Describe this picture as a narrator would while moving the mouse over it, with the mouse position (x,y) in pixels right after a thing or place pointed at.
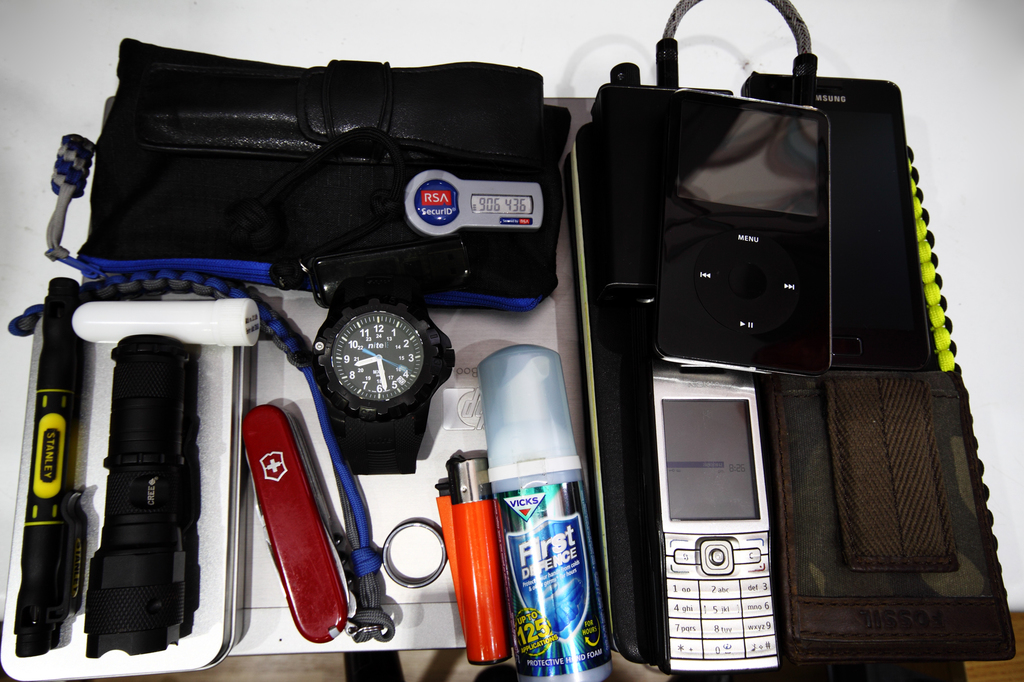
This image consists of many things (159,630) like watch (383,363), torch (134,451), bag (199,205), a music player (704,273) and a mobile (726,499) are kept on a laptop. The laptop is kept on a table (35,280).
